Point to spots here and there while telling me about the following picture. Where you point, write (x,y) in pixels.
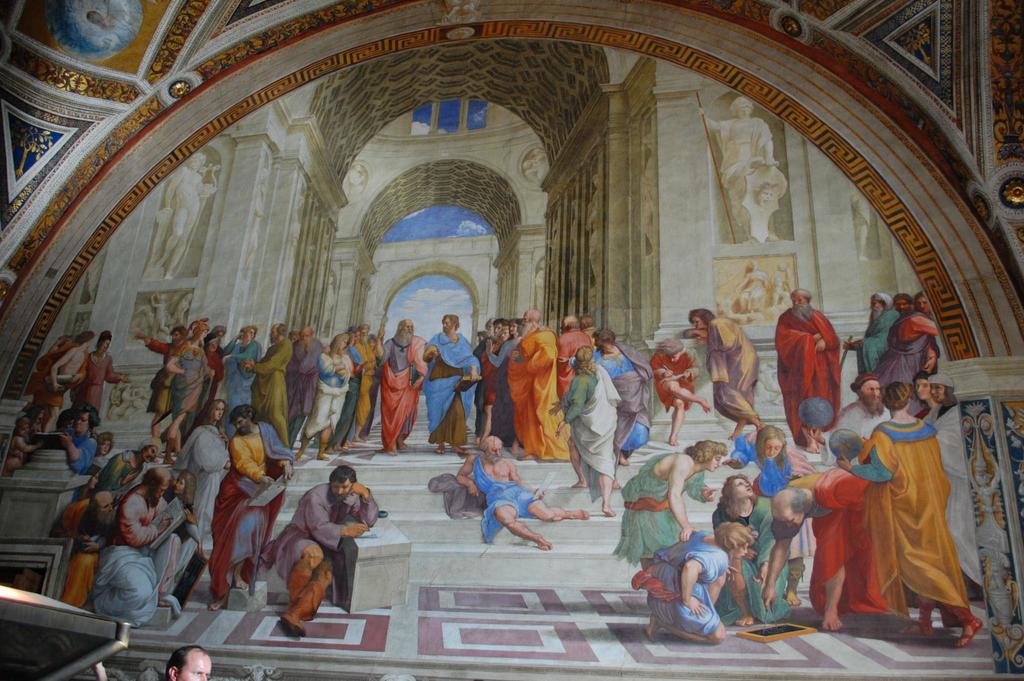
In this image I see the inside view of a building (787,29) and I see there are designs (238,44) on this wall (871,99) and over here I see number of people (498,400) and I see the steps (697,506) and the path (179,637). In the background (389,326) I see the sky (444,288) and I see a real person (211,657) over here.
